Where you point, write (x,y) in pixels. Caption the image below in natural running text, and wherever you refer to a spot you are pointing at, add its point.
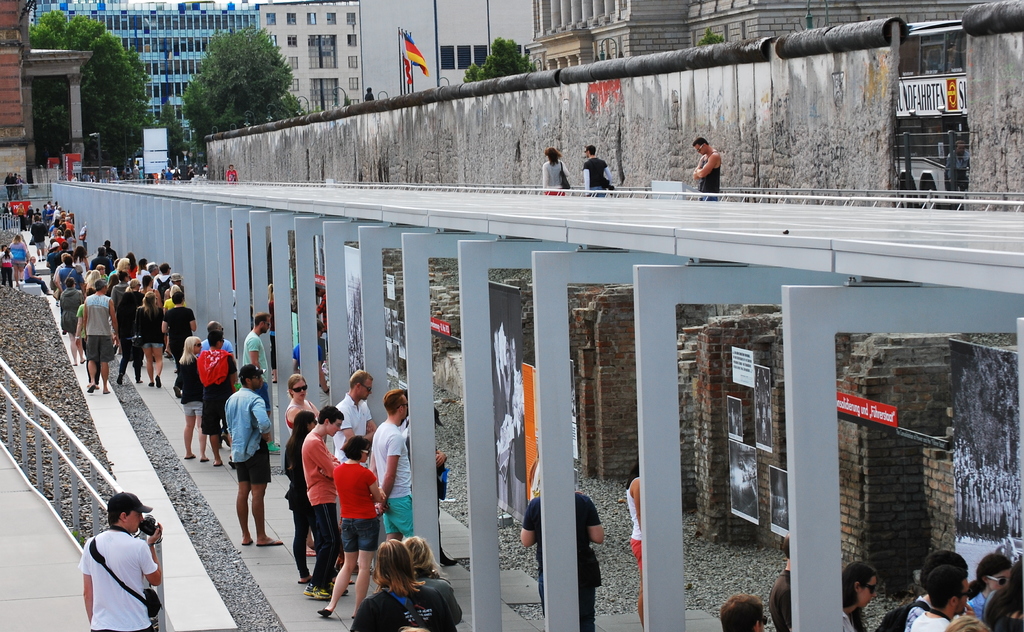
There are few persons (218,398) standing and there are poles (312,343) beside them and there are trees (250,57) and buildings (374,36) in the background (373,29).
